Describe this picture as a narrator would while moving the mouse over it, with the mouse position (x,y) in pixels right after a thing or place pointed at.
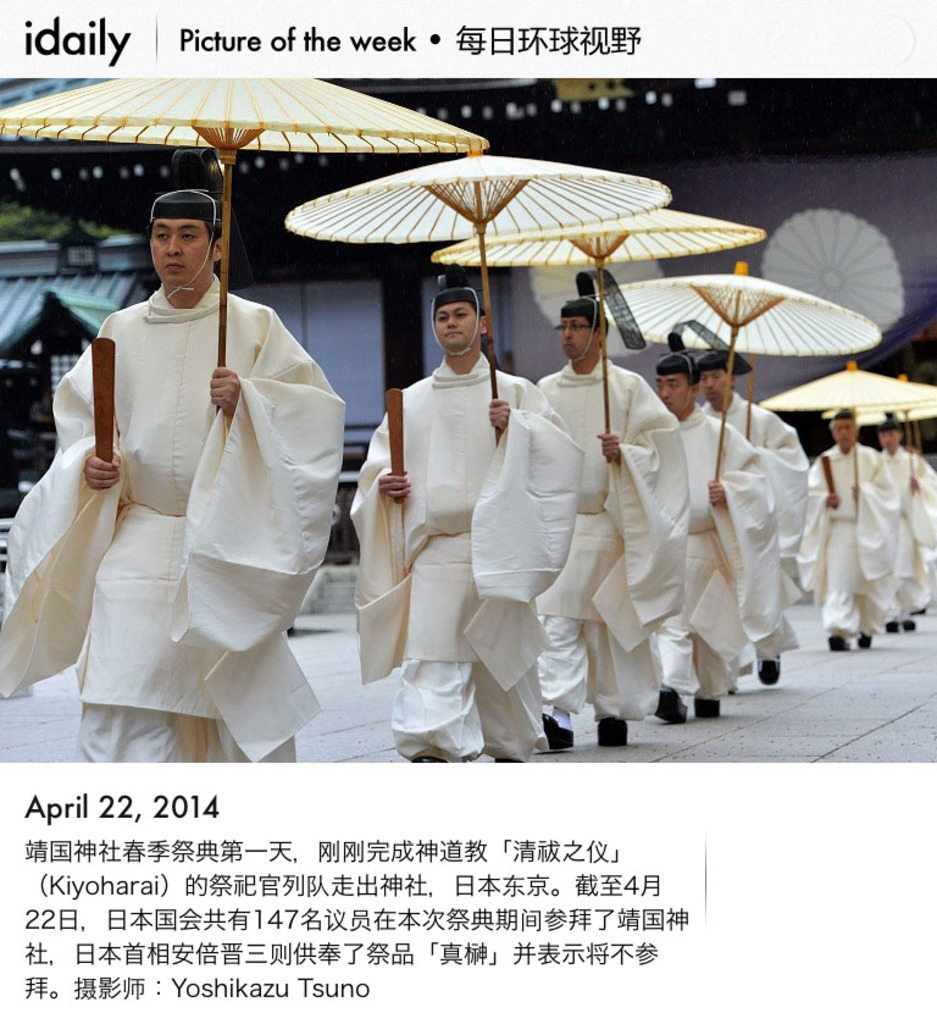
In this image I can see group of people (648,593) walking and holding some object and they are wearing white color dresses (394,518) and I can see few umbrellas (301,86) in white color. Background (21,229) I can see few buildings (28,177) and trees (50,226) in green color.
